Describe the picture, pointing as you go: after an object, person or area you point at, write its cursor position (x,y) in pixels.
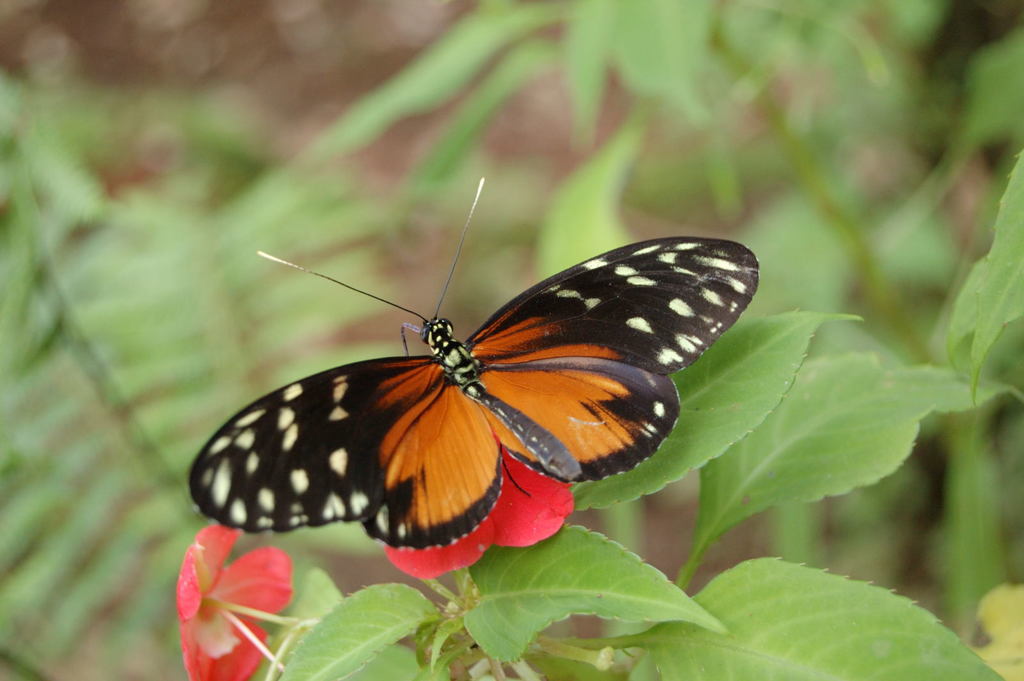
In this image there is a butterfly (517,431) on a flower (474,550), in the background (300,607) there are leaves (820,587) and it is blurred.
